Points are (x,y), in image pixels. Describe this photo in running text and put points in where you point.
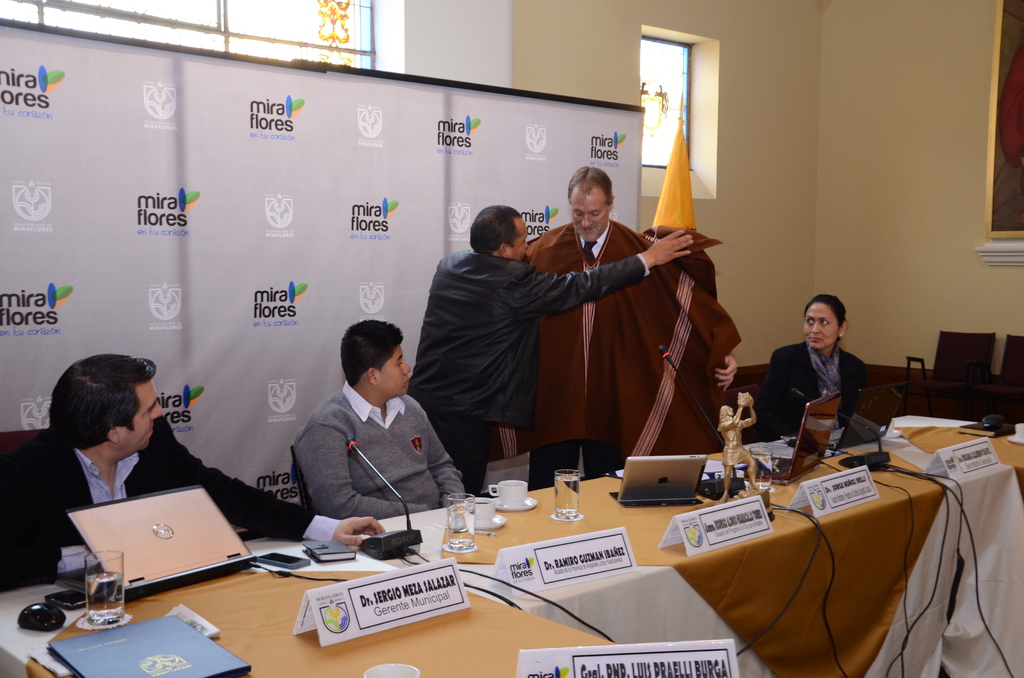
This picture is of inside the conference room (891,474). In the foreground (485,530) we can see a table (974,504) on the top of which a sculpture (730,423), glasses (563,472) of water (568,501), cups (517,498), microphones (384,541), mobile phones (283,561) and name plates (357,603) are placed, behind that there are two men (576,313) standing. On the left (329,470) there are two persons (331,436) sitting on the chairs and on the right (793,353) there is a woman (784,372) sitting on the chair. In the background (159,188) we can see the white color banner (315,143), window (272,3), and a yellow color flag (685,180).
